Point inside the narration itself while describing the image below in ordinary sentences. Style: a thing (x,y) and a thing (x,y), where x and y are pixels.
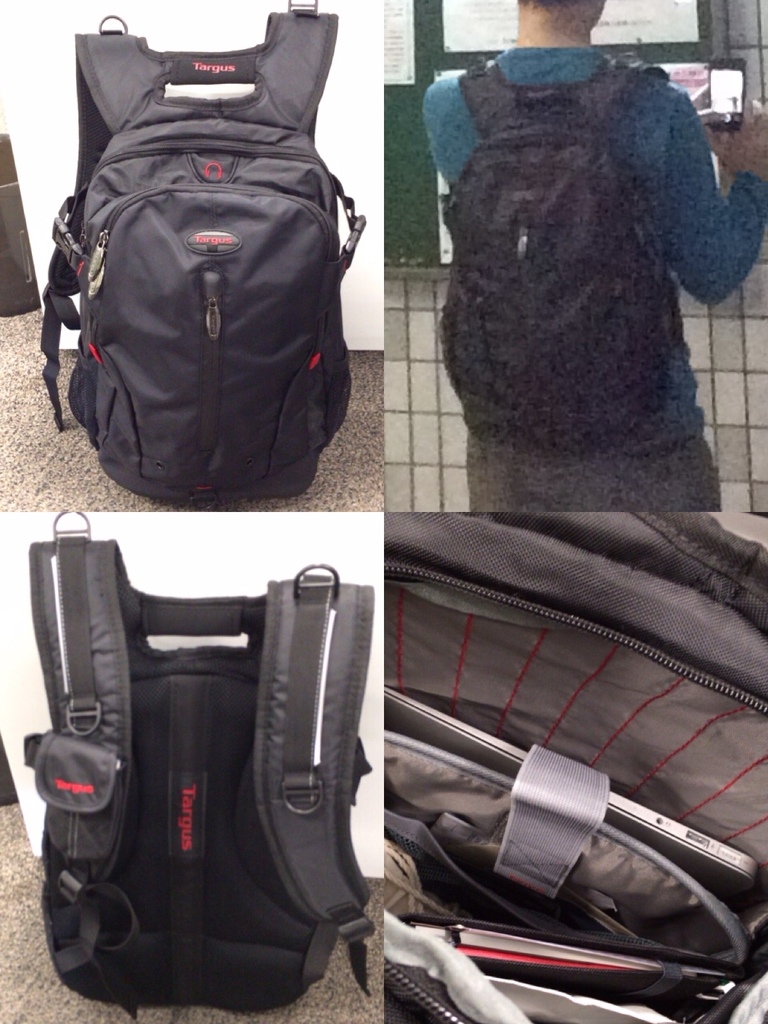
This is an edited image. This picture is the collage of four images. In the left top (199,194), we see a black bag (141,433) is placed on the carpet (331,487). Behind that, we see a white wall (352,333). In the left bottom (169,695), we see a black bag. Behind that, we see a wall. In the right top (547,27), we see a man (450,122) is wearing the bag (557,223) and he is holding a mobile phone (724,117). In front of him, we see a wall (686,313) on which notice board (426,160) is placed. We see some posts (470,48) are posted on the board (425,76). In the right bottom (526,763), we see a bag (621,621) in which laptop (614,804) and a book (614,964) are placed.
